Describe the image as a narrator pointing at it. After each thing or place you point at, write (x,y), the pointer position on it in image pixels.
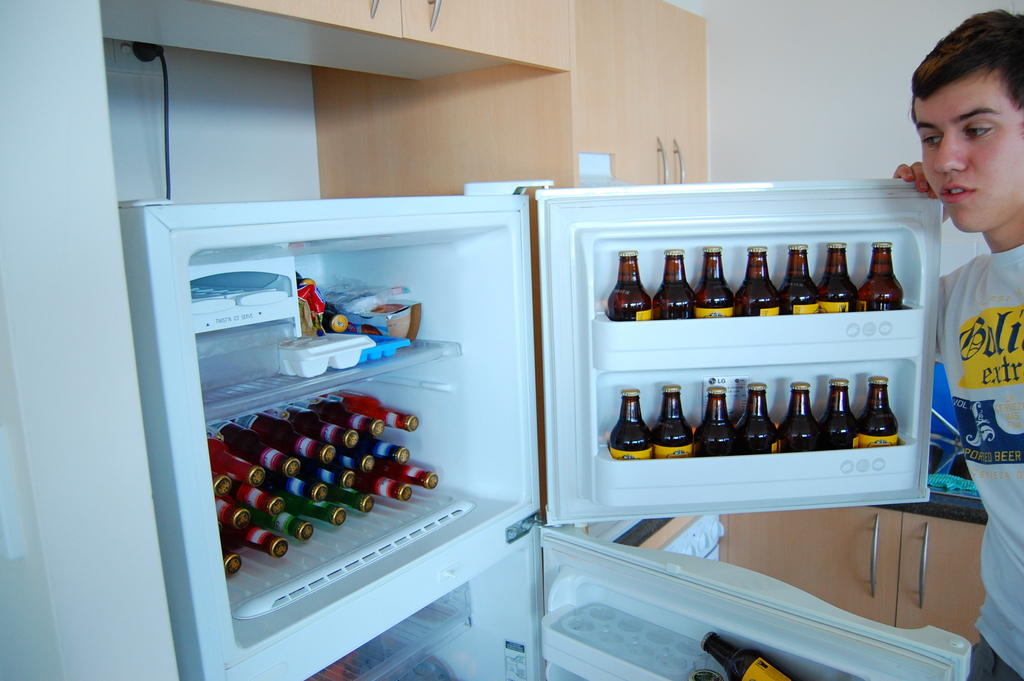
In this image I see a man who is standing near the refrigerator (913,660) and there are many bottles (621,315) in it. In the background (721,153) I see the cabinets (538,155) and the wall (26,574).
